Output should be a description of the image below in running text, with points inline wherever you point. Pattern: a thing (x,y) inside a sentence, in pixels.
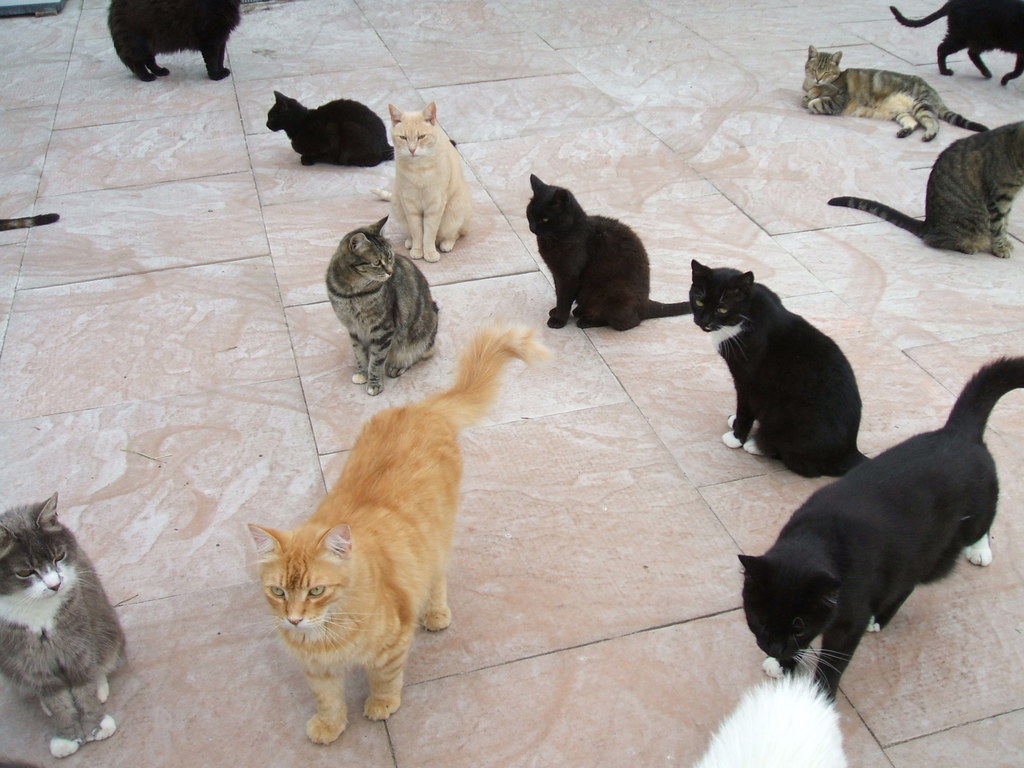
In this image I can see number of cats (451,211) where few are sitting and few are standing. I can also see color of these cats (341,488) are cream, grey, black and white.
